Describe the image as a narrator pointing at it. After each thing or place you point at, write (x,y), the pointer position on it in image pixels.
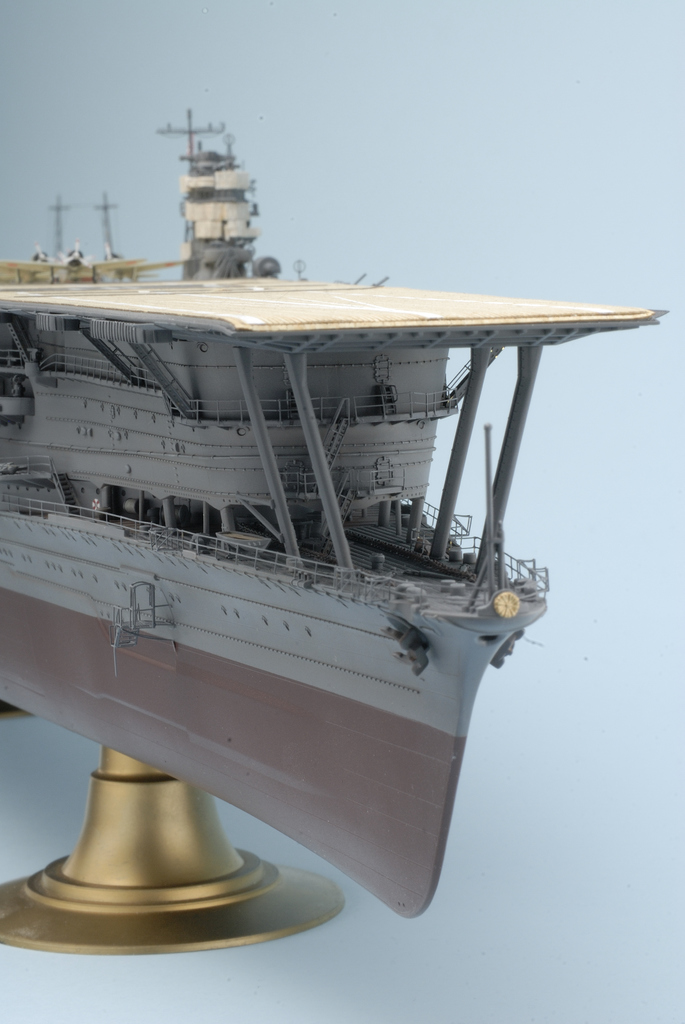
This is a model of a ship (264,518) on a stand (130,788). On the ship (202,559) there are railings (170,528) and pillars (338,507). In the background (357,954) it is light blue.
